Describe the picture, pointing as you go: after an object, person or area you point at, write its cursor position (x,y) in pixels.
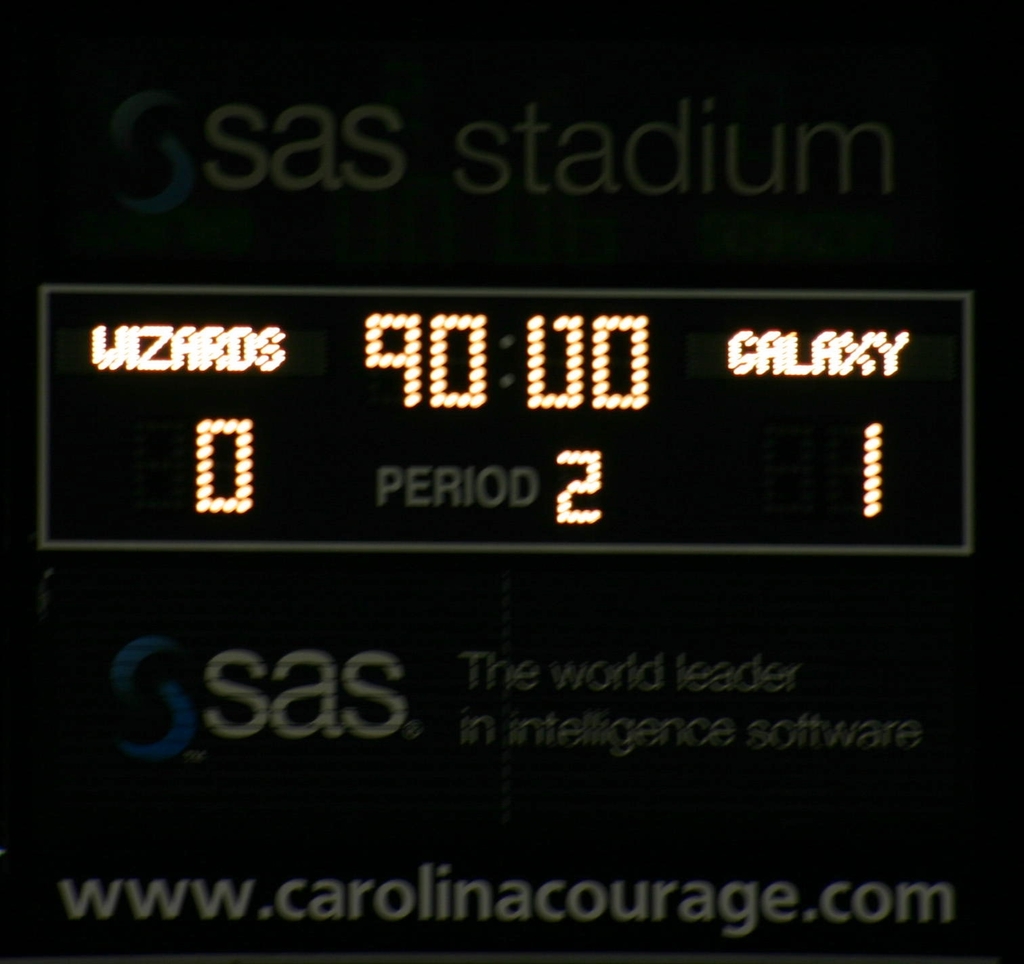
In the center of the image (494,545), there is a screen (339,480). On the screen (346,530), we can see some numbers (212,509) and some text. And we can see some text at the top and bottom of the screen (313,473).
